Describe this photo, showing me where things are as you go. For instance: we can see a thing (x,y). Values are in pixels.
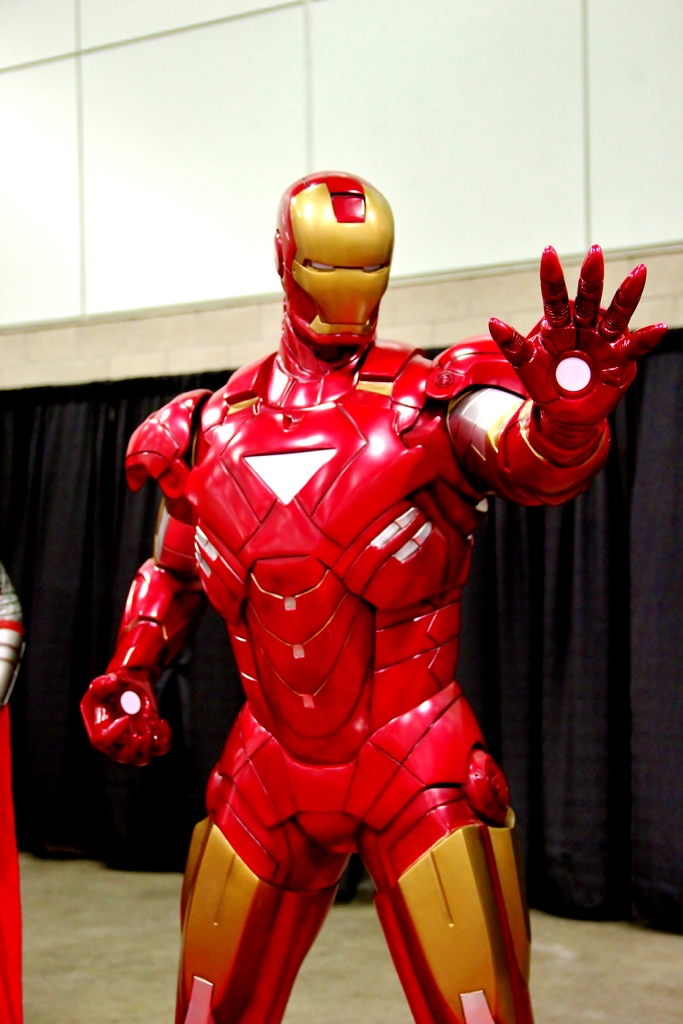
In this picture there is a robot (427,1023) in the center of the image (296,440) and there is a black color curtain (58,431) in the background area of the image (31,434).
